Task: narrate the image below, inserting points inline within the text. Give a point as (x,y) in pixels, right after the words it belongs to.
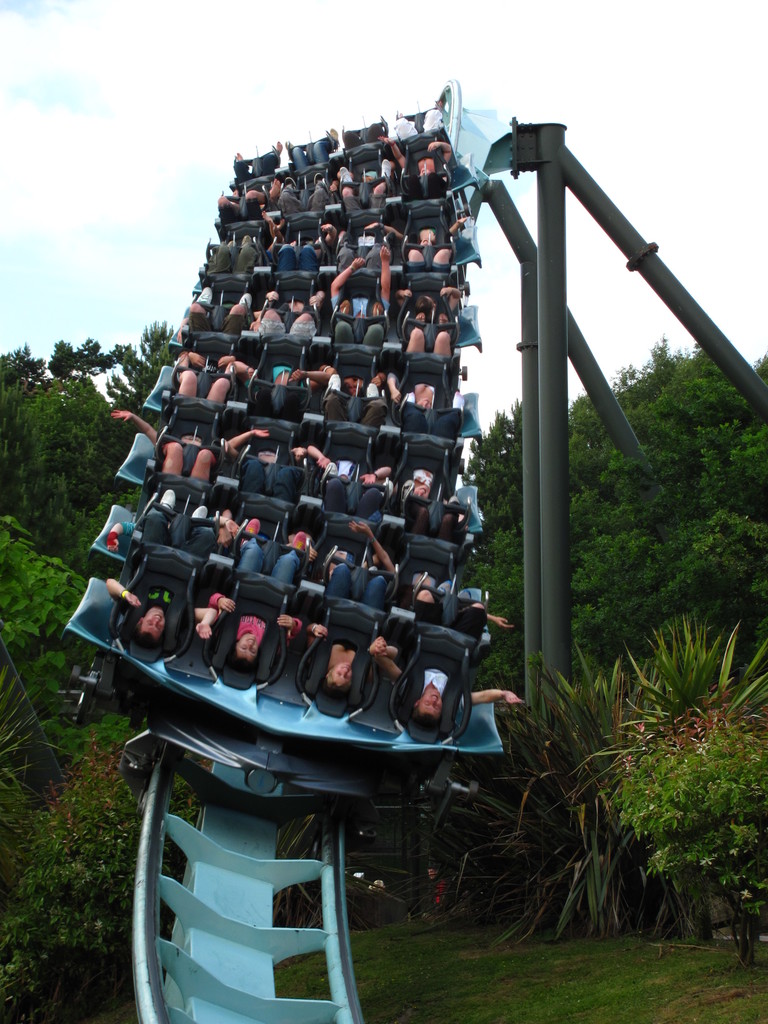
In this picture there are people (302,150) riding a roller coaster (276,647) and we can see poles (516,169), trees (581,503), grass (470,1005) and plants (123,902). In the background of the image (303,101) we can see the sky (162,203) with clouds (124,228).
